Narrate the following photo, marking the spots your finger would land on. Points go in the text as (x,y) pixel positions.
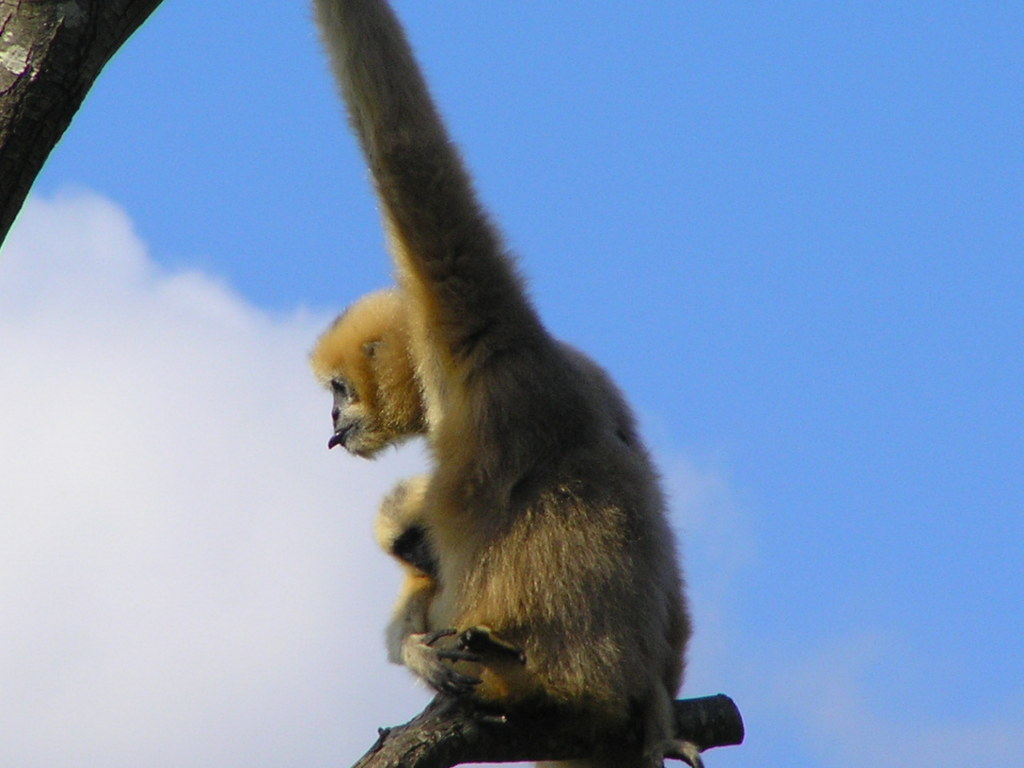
In this image in the center (502,504) there is one monkey (453,479) and there are some wooden sticks (493,740), at the top of the image (596,169) there is sky (741,120).
